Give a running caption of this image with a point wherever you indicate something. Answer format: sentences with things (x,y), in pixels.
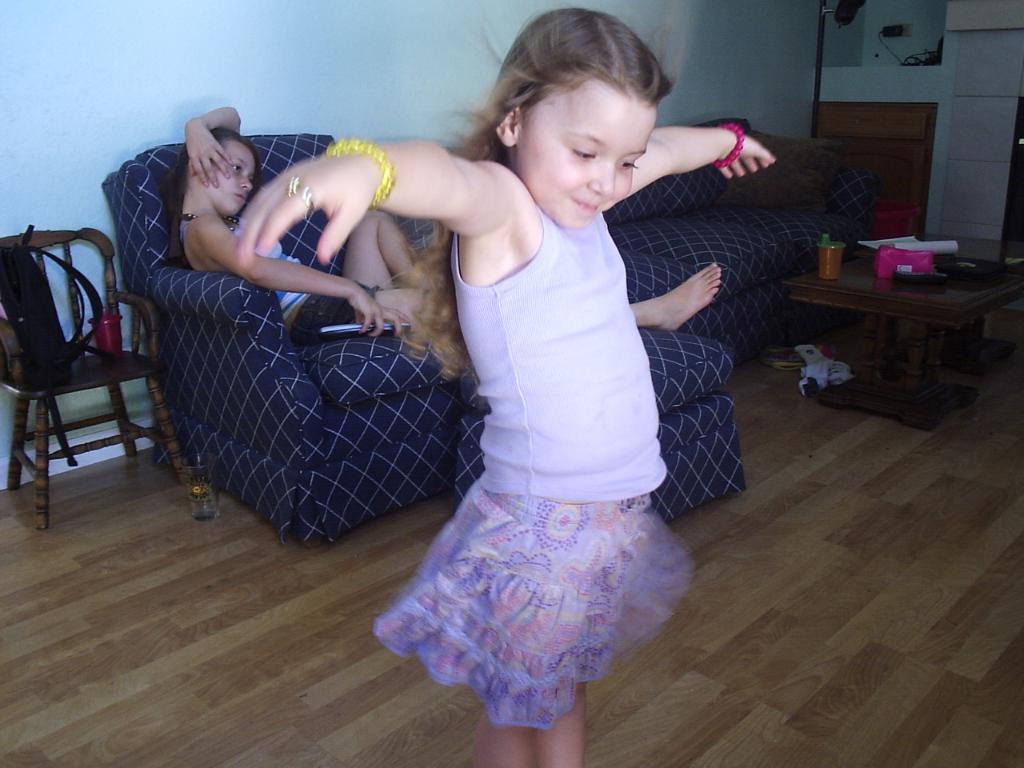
The image is inside the room (531,294). In the image there is a girl (541,300) standing in middle (587,390) on left side (78,379) we can also see a chair (111,365), on chair (127,374) we can see a bag (44,302) and a bottle (112,324). On right side (914,320) we can see a table (930,293), remote (908,278), papers (932,251) and a wall (990,127) in background (321,71) there is a white color wall (242,80) and a girl (233,249) sitting on couch (274,380).
